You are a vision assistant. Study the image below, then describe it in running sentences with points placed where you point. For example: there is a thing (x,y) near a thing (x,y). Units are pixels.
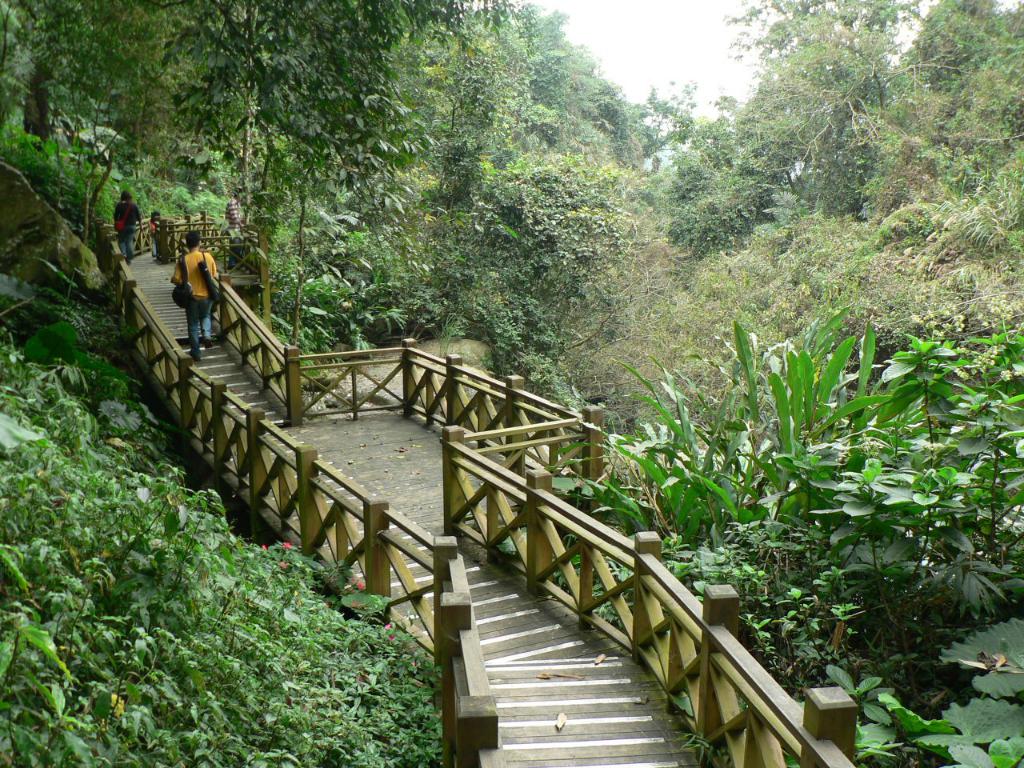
In this image I can see there are trees (347,118) and flowers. And in between the trees (512,326) there is a bridge (205,232) and persons (176,279) walking on it. And at the top (698,52) there is a sky (690,44).
